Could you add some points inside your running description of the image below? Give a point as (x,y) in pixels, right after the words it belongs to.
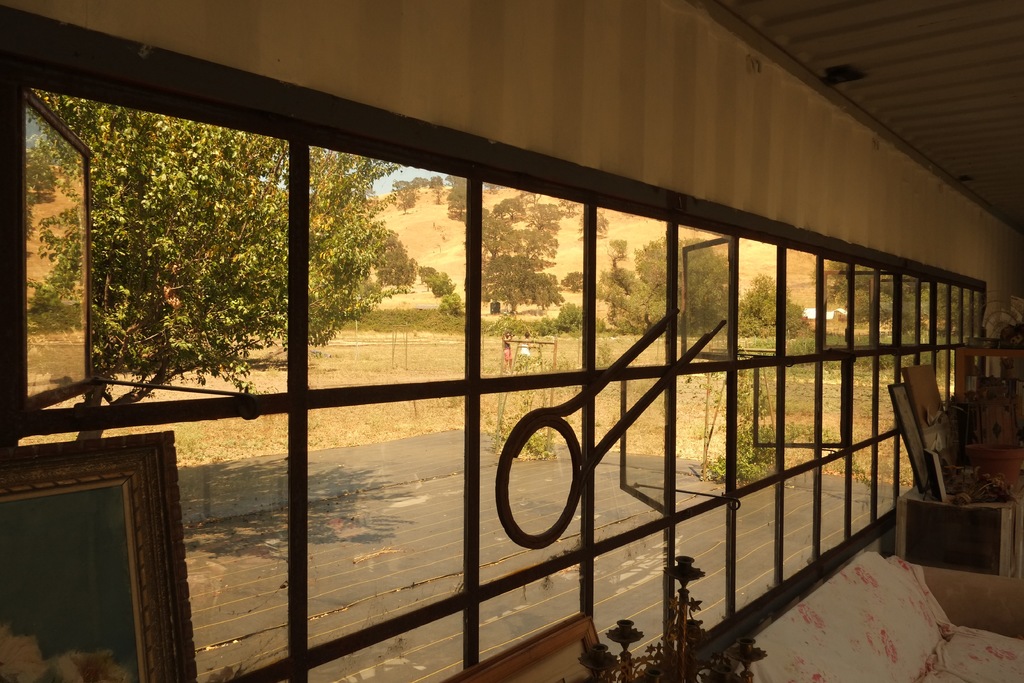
In this image there is a wall (794,170) for that wall (931,192) there is a glass window (672,214) through that window (448,491) fields (541,398), trees (510,259) and floor (348,503) are visible, in the bottom right (963,668) there is a sofa (933,623) and other objects (985,392), in the top right (999,160) there is a ceiling (998,135), in the bottom left (166,460) there is a photo frame (28,579).
